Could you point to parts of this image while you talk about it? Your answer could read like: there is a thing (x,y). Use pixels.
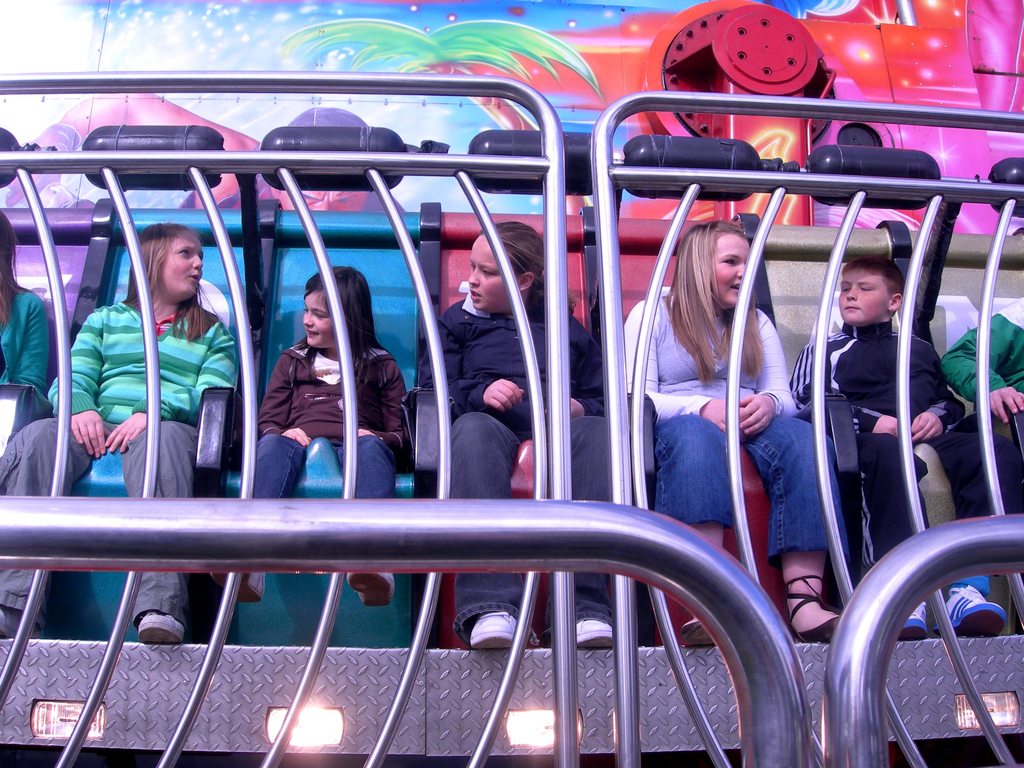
This is a roller coaster ride (419,709). In this picture we can see a few people (897,448) are sitting on the chair (873,236). There are some lights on this roller coaster (91,612). We can see a painting (633,67) in the background (811,31).
